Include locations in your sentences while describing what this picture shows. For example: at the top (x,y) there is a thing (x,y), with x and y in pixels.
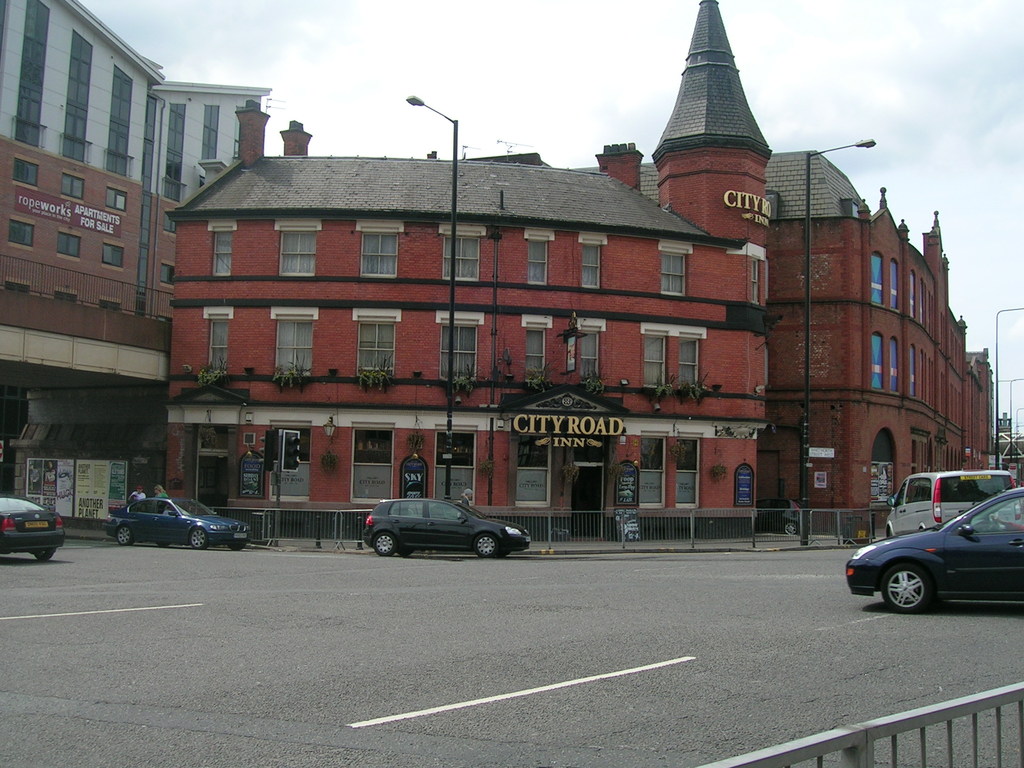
As we can see in the image there are buildings (382,252), street lamps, fence (571,521), banner (20,206) and cars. On the top (390,42) there is sky (329,48).
